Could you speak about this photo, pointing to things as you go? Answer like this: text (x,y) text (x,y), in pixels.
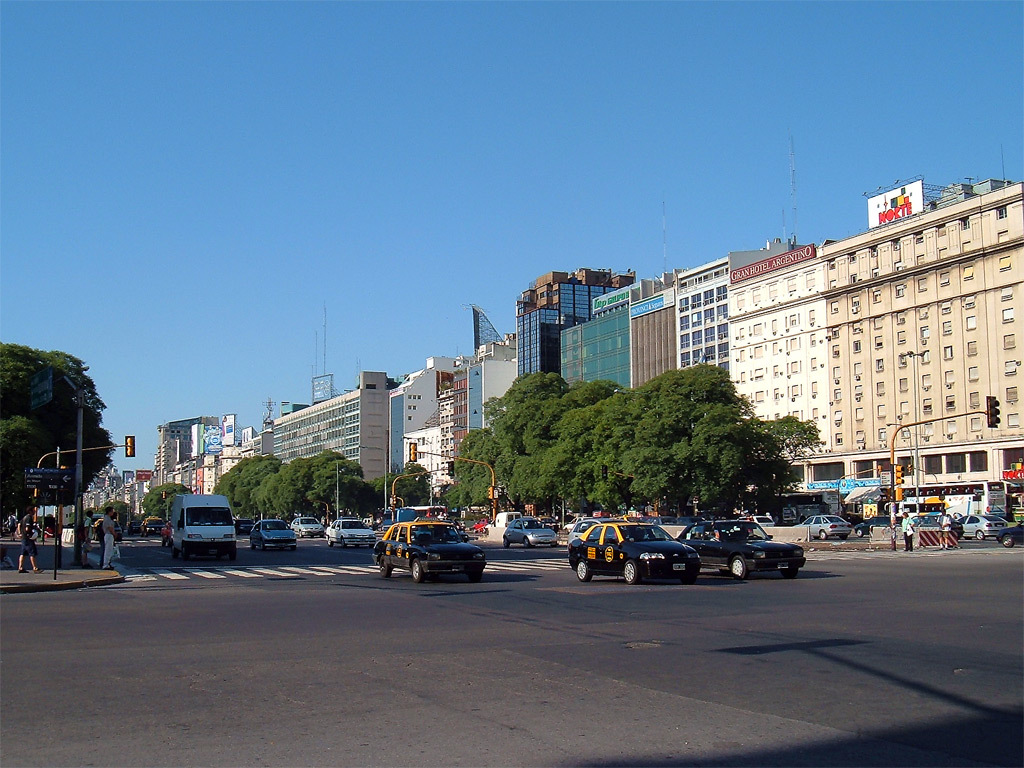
In this image I can see a street (28,567). I can see a road (163,676) with vehicles (809,500), signals (492,489), trees (537,470) on both sides of the road (878,571), buildings (168,480) on the right hand side of the road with some boards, some people (908,527) standing and walking. At the top of the image (166,211) I can see the sky (134,298).
